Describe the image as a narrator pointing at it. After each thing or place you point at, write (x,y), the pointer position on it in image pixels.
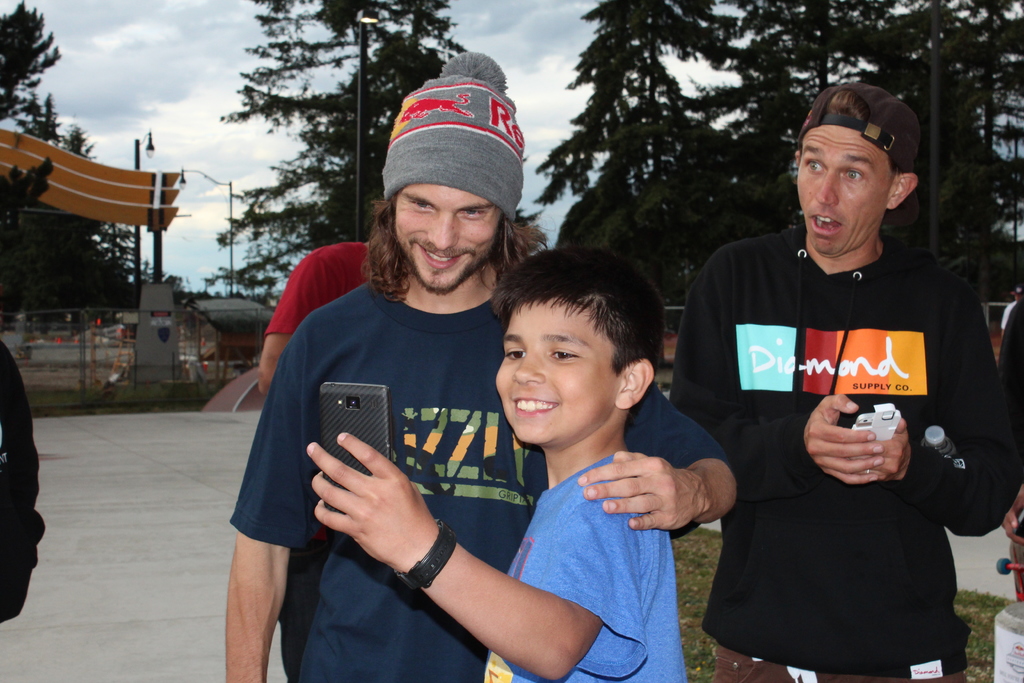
In the image we can see there is a kid (566,531) taking selfie with a man (420,391), there are other people (874,297) standing at the back (892,525). Behind there is a man (875,443) standing and holding mobile phone (881,411) and water bottle (941,443) in his hand (897,429). There are lot of trees (374,100) at the back (894,2).
